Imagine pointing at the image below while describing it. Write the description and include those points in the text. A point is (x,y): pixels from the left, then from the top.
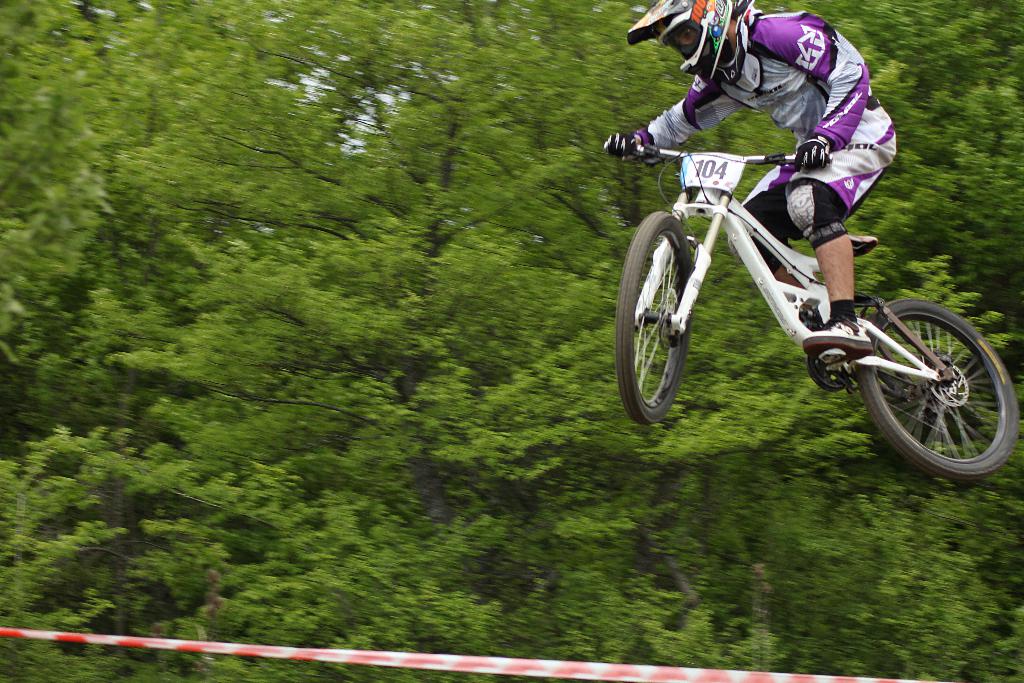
In this image I can see a person (818,23) riding bicycle (999,451) in air and the person (871,120) is wearing white and purple color dress (829,80). Background (737,396) I can see trees (81,347) in green color and the sky (312,85) is in white color.
